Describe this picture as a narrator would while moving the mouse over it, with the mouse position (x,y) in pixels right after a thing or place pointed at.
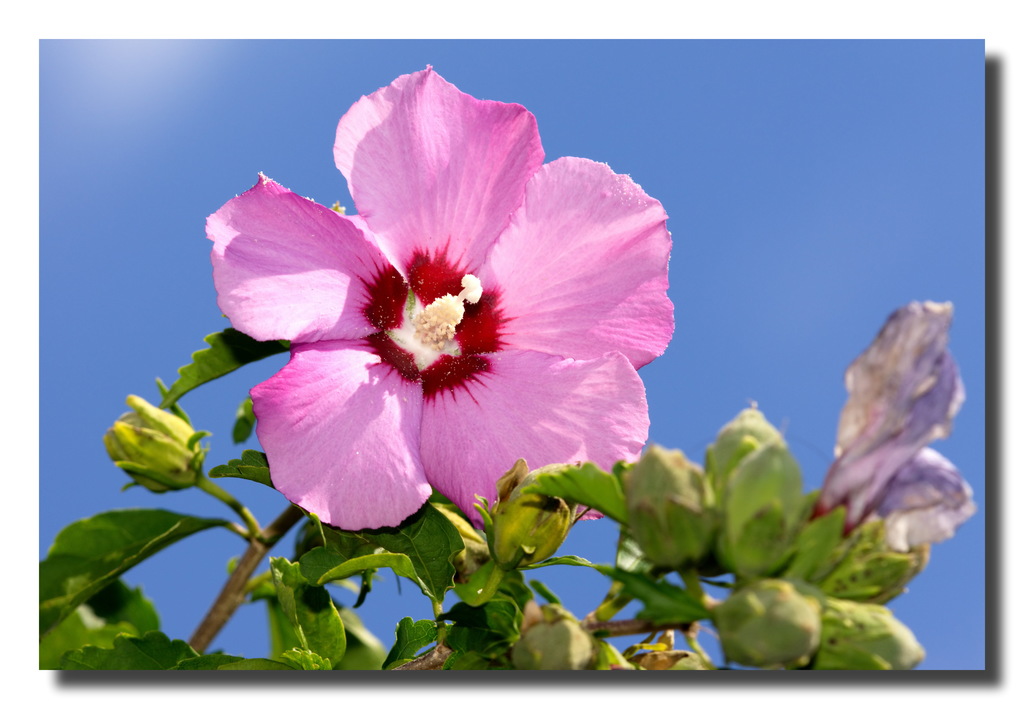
In this image I can see flower (496,314) which is in pink, red and white color. We can see green leaves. The sky (774,204) is in blue color.
